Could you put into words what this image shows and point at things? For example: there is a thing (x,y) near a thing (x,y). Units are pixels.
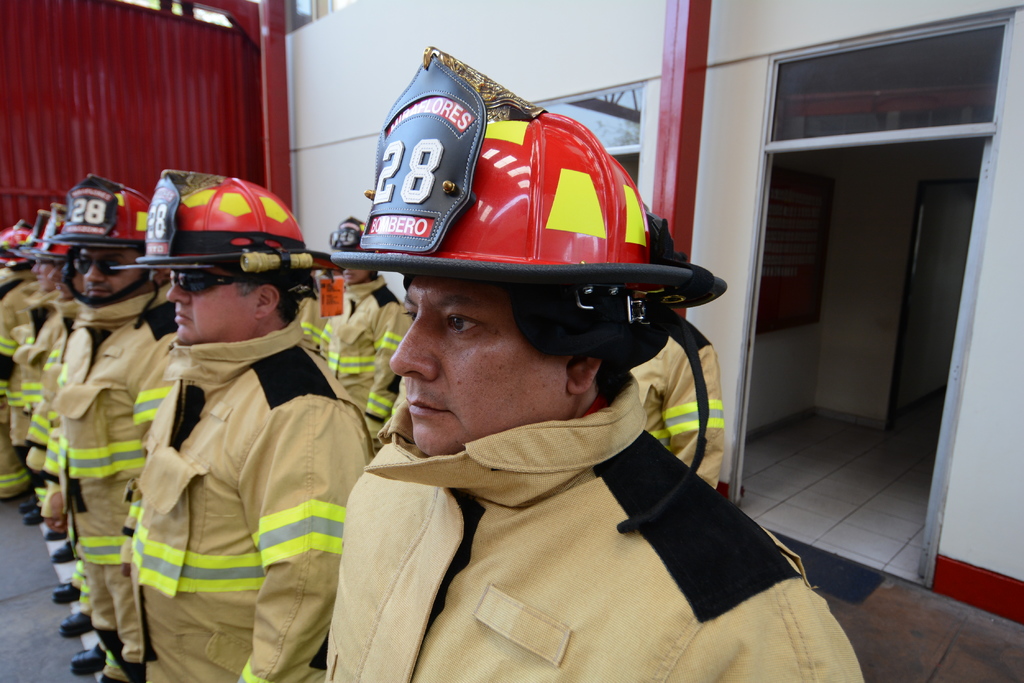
There are men (401,491) standing in the series in the foreground area of the image (556,321) wearing helmets (646,313), uniform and glasses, it seems like a door (926,284), windows (613,129) and metal sheets (122,96) in the background (613,127).
